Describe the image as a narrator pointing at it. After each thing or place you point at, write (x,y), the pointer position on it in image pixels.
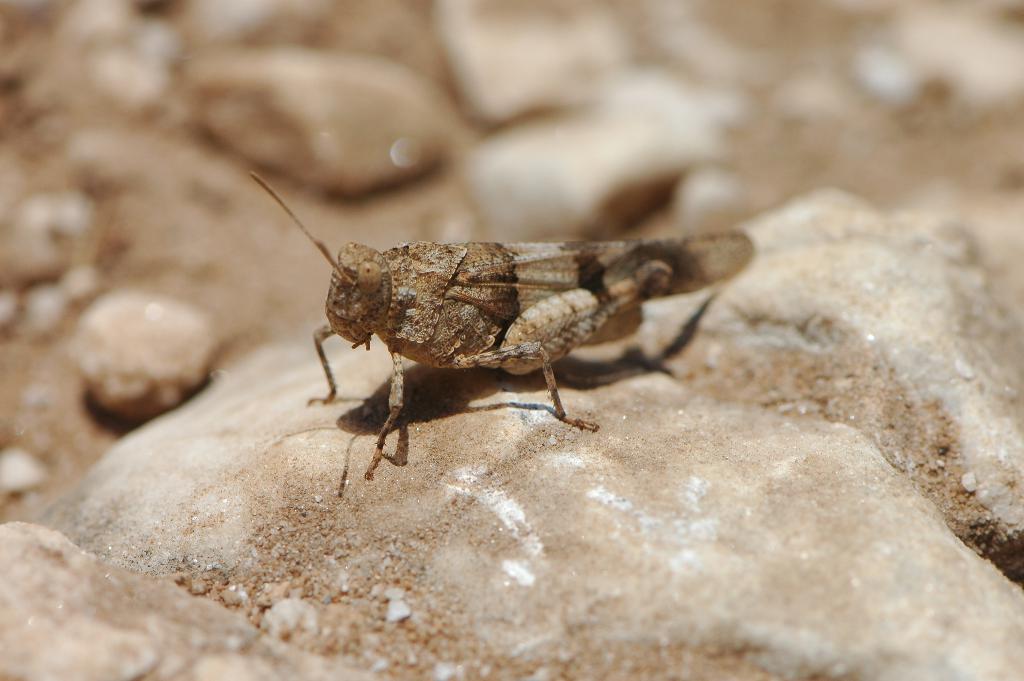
In this image, in the middle (628,324), we can see an insect (628,324) standing on the rock (598,506). In the background (971,85), we can see some rocks (958,61).
